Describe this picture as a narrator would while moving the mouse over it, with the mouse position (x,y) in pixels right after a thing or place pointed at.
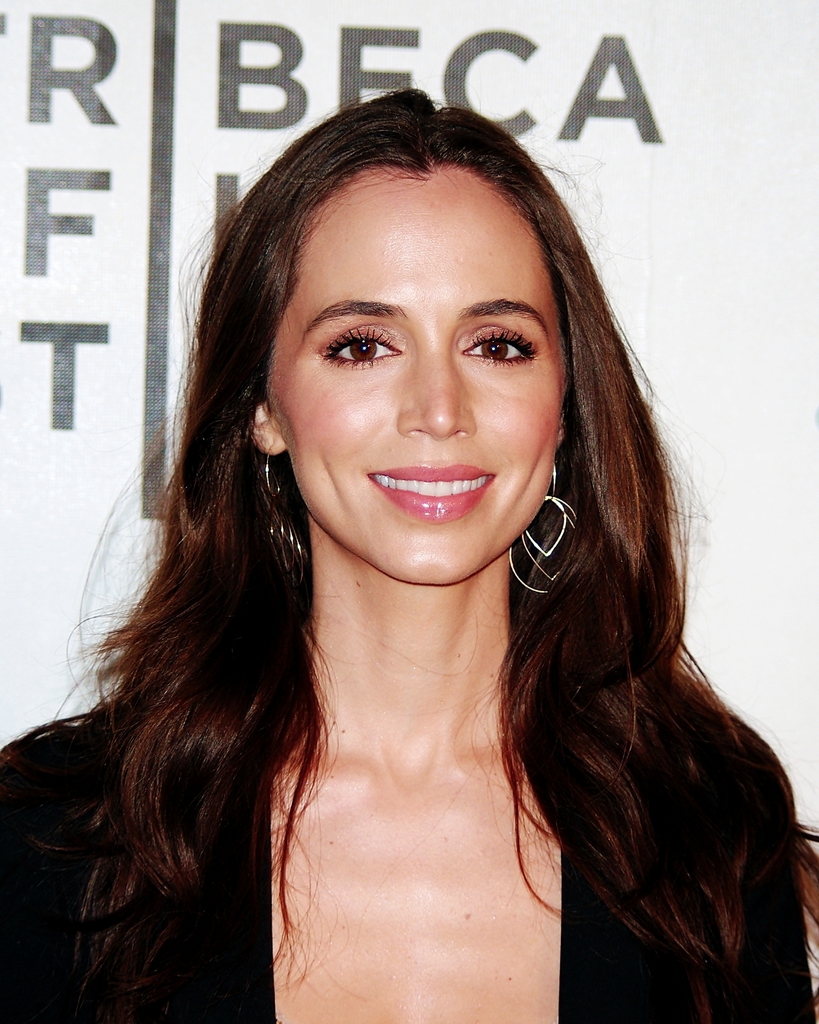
In this image, we can see a person (490,688) wearing clothes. There is a text (349,100) at the top of the image (479,34).
